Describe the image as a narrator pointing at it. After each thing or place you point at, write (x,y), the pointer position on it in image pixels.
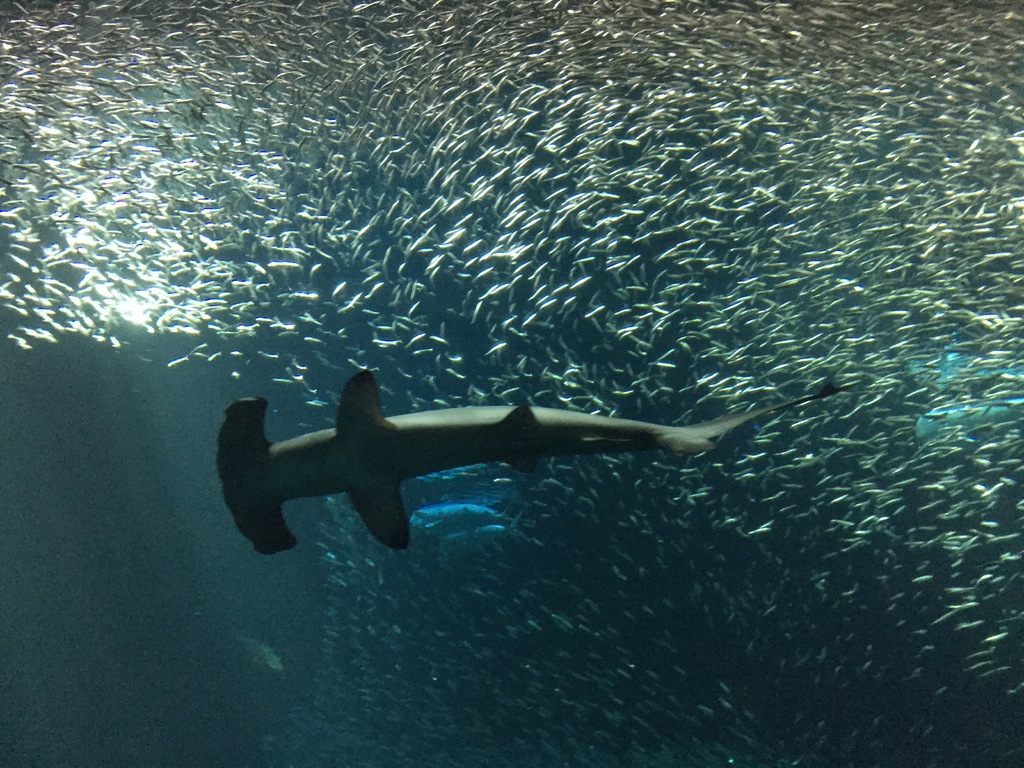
In this picture we can see many big and small fishes (752,319) underwater.
